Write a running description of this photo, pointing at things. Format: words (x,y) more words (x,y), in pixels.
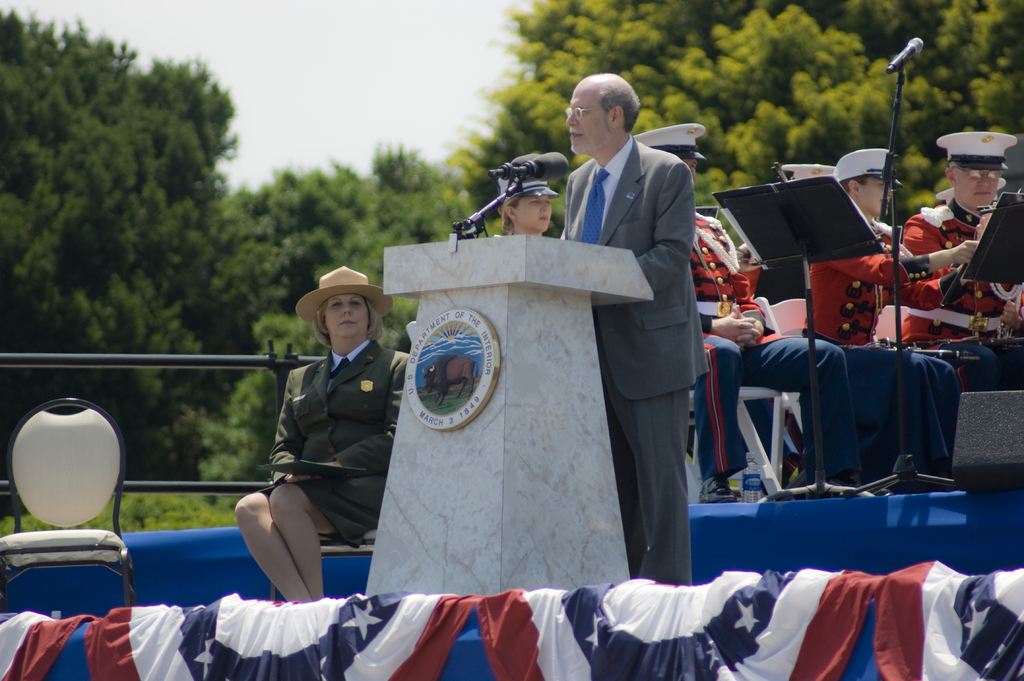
In this image we can see a man (636,328) is standing, wearing grey color suit (637,238) in front of the podium (628,291). Behind him so many people (907,248) are sitting and playing music. Background of the image (745,75) trees (574,86) are present. Left side of the image (80,545) one white color chair (80,545) is there and one woman (274,528) is sitting. She is wearing green color dress (339,414) and brown hat (337,286).
